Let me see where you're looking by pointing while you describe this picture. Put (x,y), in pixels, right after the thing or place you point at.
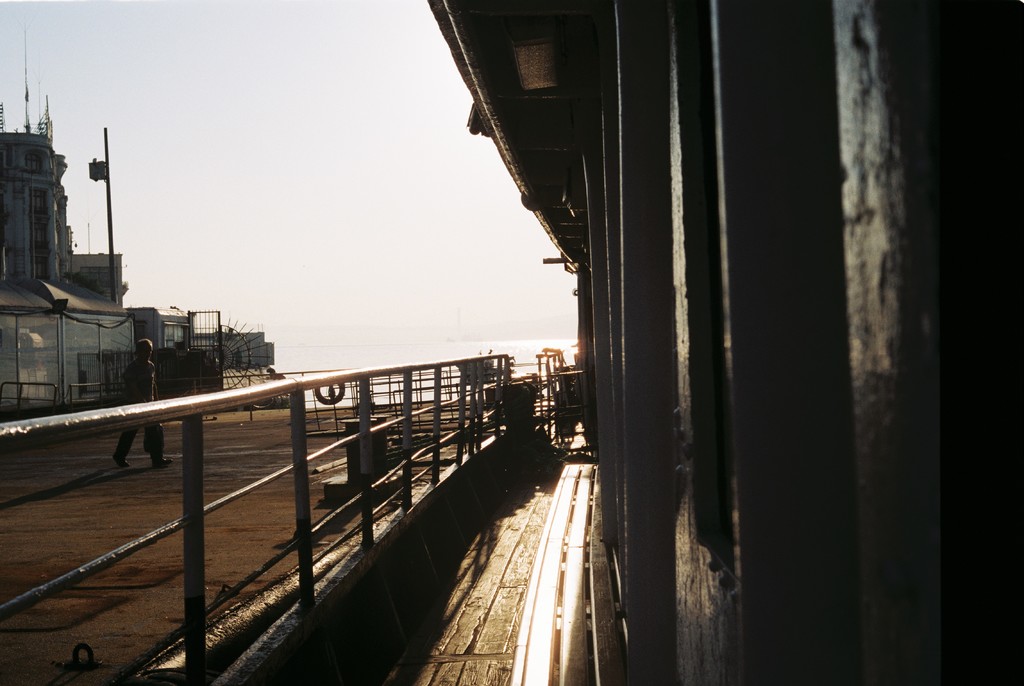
In the picture I can see ship (460,368). In the background (438,346) I can see water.
